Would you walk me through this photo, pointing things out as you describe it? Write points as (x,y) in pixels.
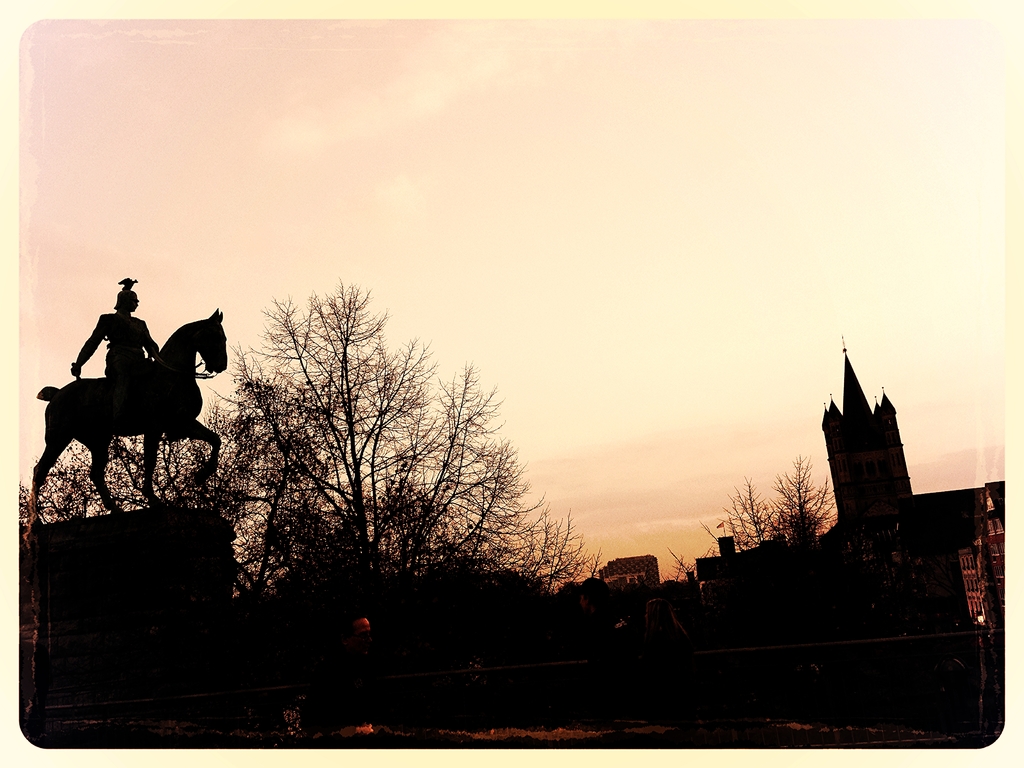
Front of the image it is dark and we can see a sculpture (145,339) of a person (103,336) sitting on horse (185,367), trees (173,445) and buildings (784,548). In the background (694,227) we can see the sky (701,243).
